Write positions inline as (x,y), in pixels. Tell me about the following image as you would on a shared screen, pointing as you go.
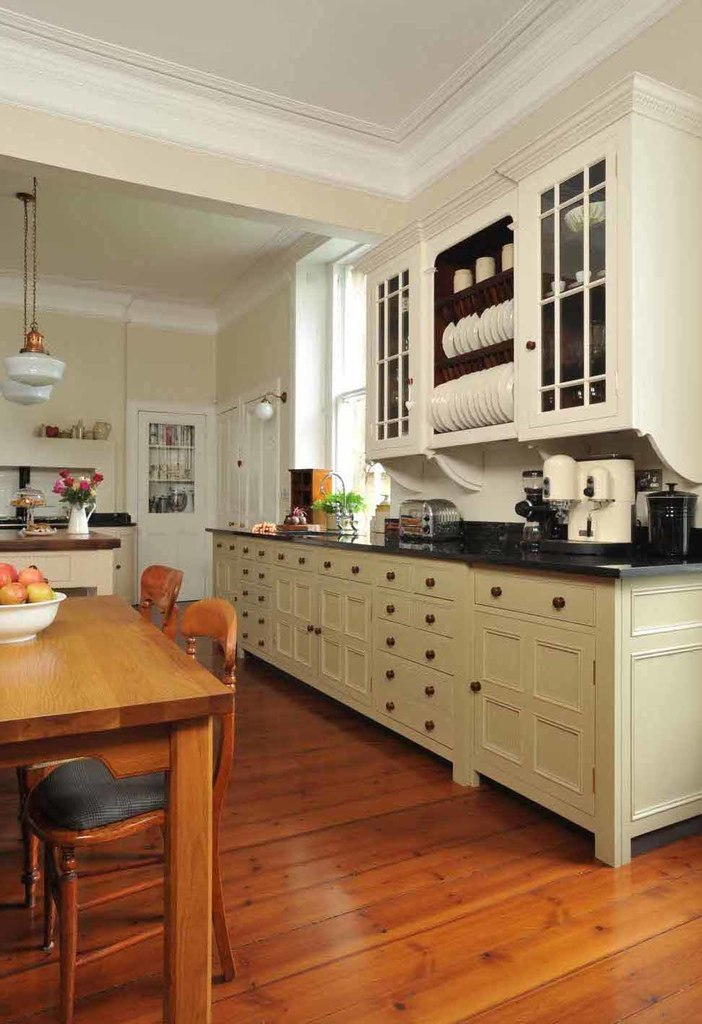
This looks like a kitchen room (357,705). This is a table (65,693) with a bowl (35,621) full of fruits (7,576) and two chairs (156,586). I can see a flower vase (82,524) placed on the cabinet (65,534). These are the lamps (53,358) hanging through the rooftop (37,214). This is a cupboard (437,347) where plates (480,395) and bowls (580,280) were placed. This looks like a toaster (448,528), this is a coffee machine (567,517) and these are the desks (393,617). This is a tap (333,475) attached to the sink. And here I can see the door (171,556) of white color. And this is a wooden floor (432,937).
